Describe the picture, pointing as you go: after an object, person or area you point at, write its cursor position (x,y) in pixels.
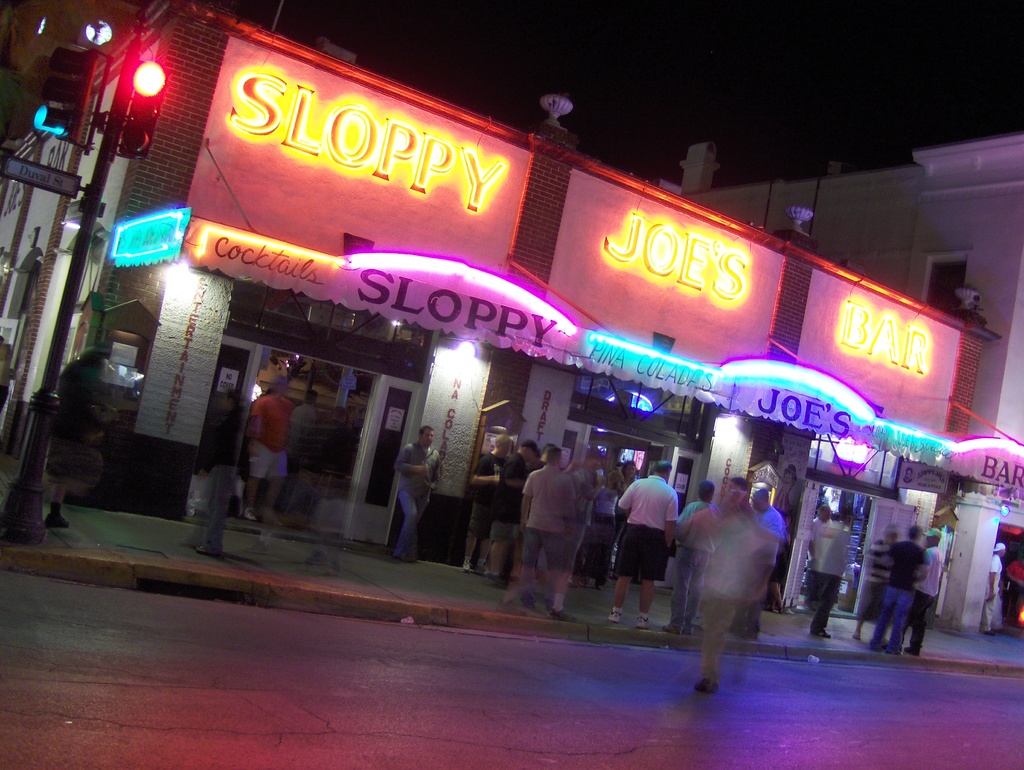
In the center of the image (562,283) we can see a store (682,416) and there are buildings (577,172). At the bottom (425,633) there are people (477,532) and we can see a road (580,684). On the left (138,132) there are traffic lights (147,118). In the background (696,102) there is sky (743,94).
